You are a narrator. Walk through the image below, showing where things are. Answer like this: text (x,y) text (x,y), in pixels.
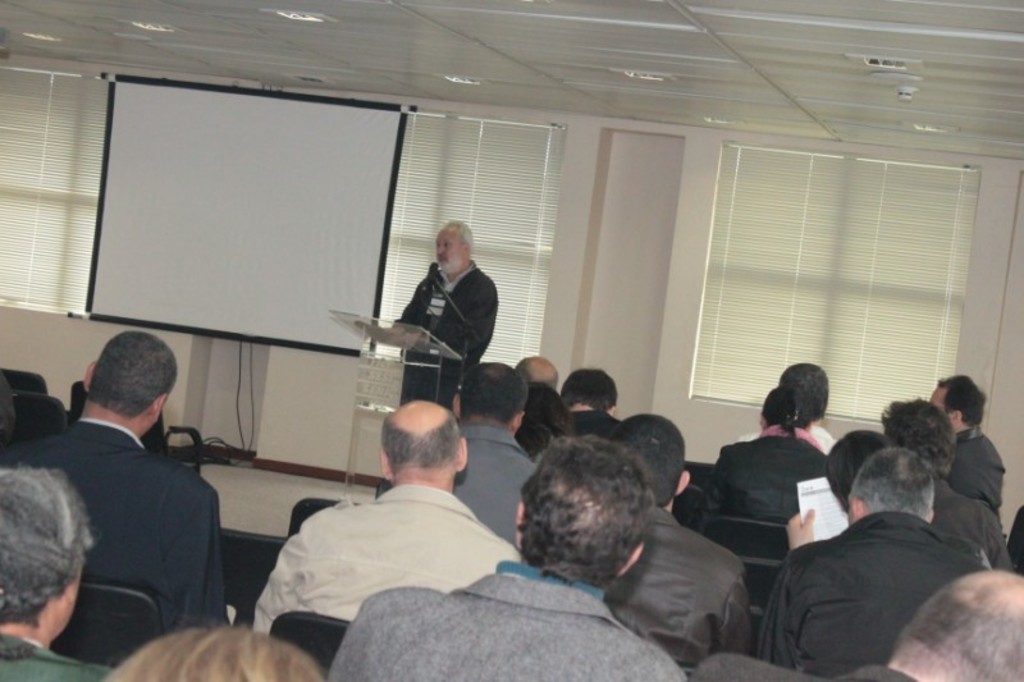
In the picture we can see many people (677,562) are sitting in the chairs (18,399) and front of them, we can see a man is talking in the microphone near the glass desk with some papers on it and behind him we can see the white color screen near the wall (974,306) and to the wall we can see some windows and curtains (4,167) to it and to the ceiling (603,40) we can see some lights (311,20).
